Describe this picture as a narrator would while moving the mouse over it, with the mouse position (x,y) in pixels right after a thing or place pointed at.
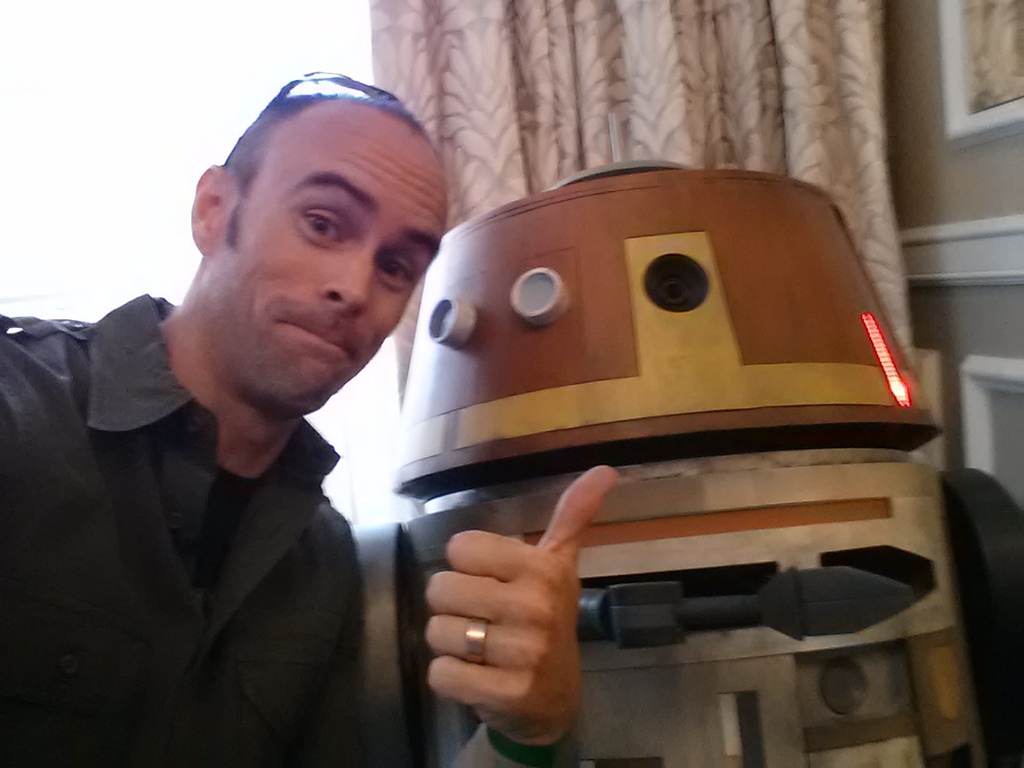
There is a person (139,444) in the left corner (292,606) and there is an object (739,500) beside him and there is a curtain (611,79) in the background (643,57).
